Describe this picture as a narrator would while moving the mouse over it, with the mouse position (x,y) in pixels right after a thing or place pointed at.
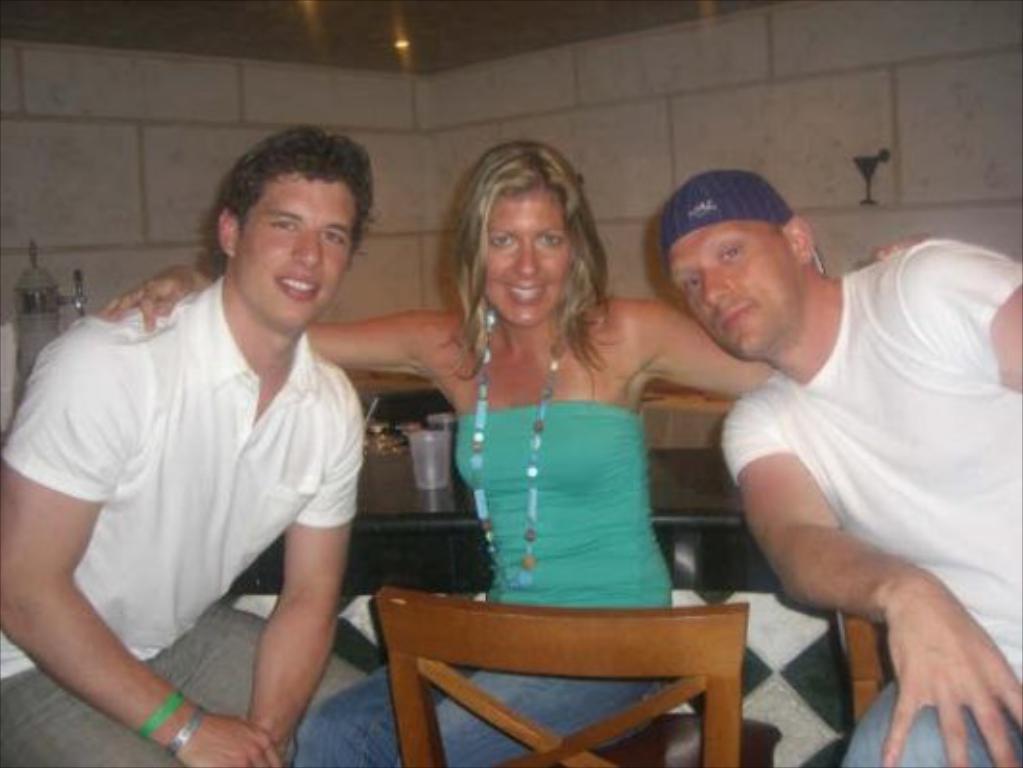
It is a hotel (516,113). There are two man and one woman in the background (171,129) we can find table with glass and the wall (671,76) in ceiling (619,2) we can find light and the woman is with curly hair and two men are wearing T-shirt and shirt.
